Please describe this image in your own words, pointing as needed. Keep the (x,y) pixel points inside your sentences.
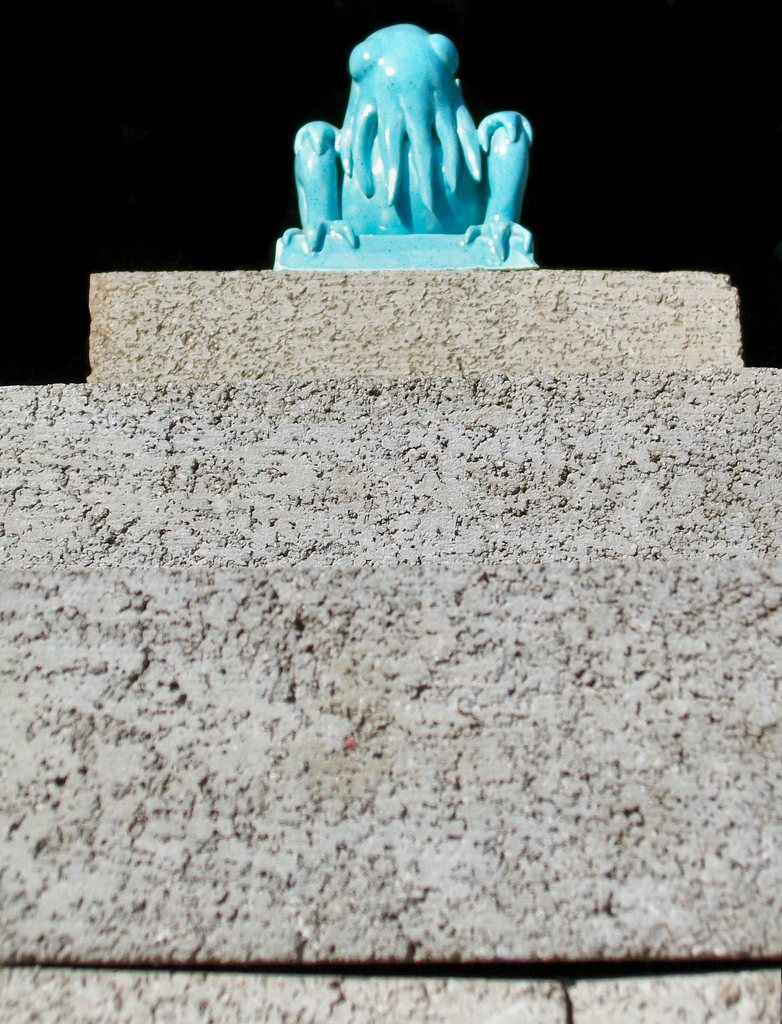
In the foreground of this image (353,230), there is a statue (404,215) on the stone (193,345) and we can also see few steps (316,549) to the stone (362,308) and the dark background (196,101).
